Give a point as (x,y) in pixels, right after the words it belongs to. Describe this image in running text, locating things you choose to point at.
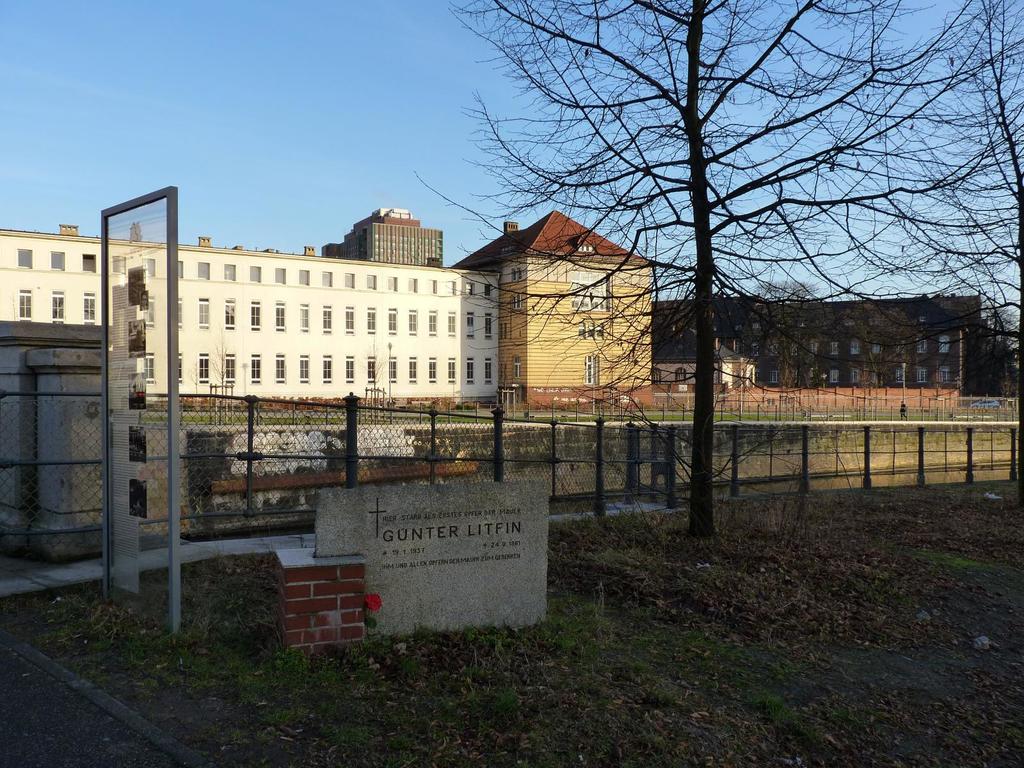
In this image we can see some buildings (450,399) with windows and a roof (656,351). We can also see a tree (701,467), fence (753,468), flower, board (415,589) and the sky (675,228) which looks clear.
